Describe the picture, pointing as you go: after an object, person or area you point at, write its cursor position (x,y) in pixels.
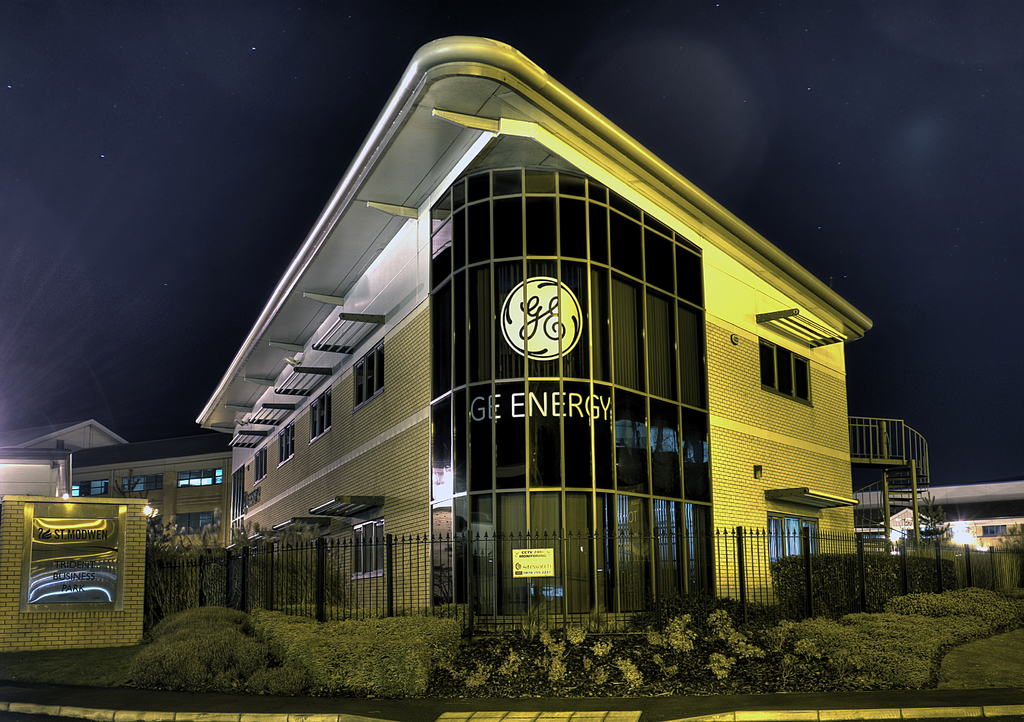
In this image in the front (357,653) there are plants (403,648). In the center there is a fence (741,574) which is black in colour and in the background (273,477) there are buildings (392,432). On the left side (53,579) there is a wall (93,629), on the wall (100,609) there is some text (64,571) written on it and in the center (556,401) on the building (504,409) there is some text (543,405) written on it. On the right side (913,494) there are plants (884,561), there is a staircase (899,469).
